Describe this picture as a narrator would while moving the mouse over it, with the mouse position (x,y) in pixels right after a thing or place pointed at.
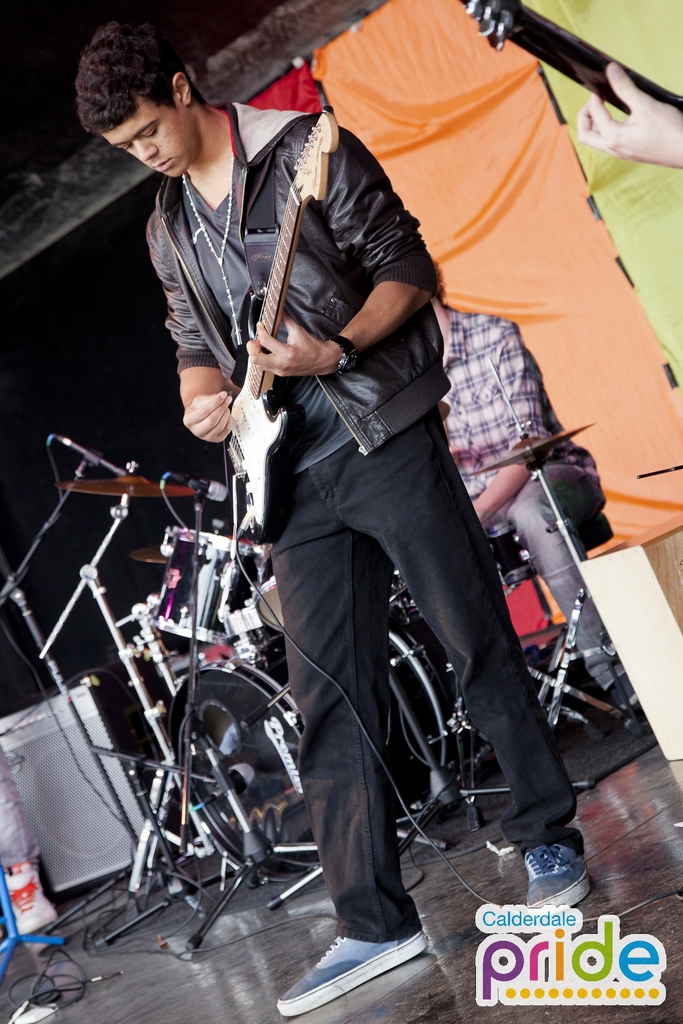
In this picture there is a person (321,481) standing and holding guitar (254,412). There is a person (505,467) sitting on the chair (587,544). These are microphones (182,485) with stand (198,541). these are drum plates (174,494). This is drum (198,698). This is floor (151,976). This is curtain (600,236). These are cables (32,998).
